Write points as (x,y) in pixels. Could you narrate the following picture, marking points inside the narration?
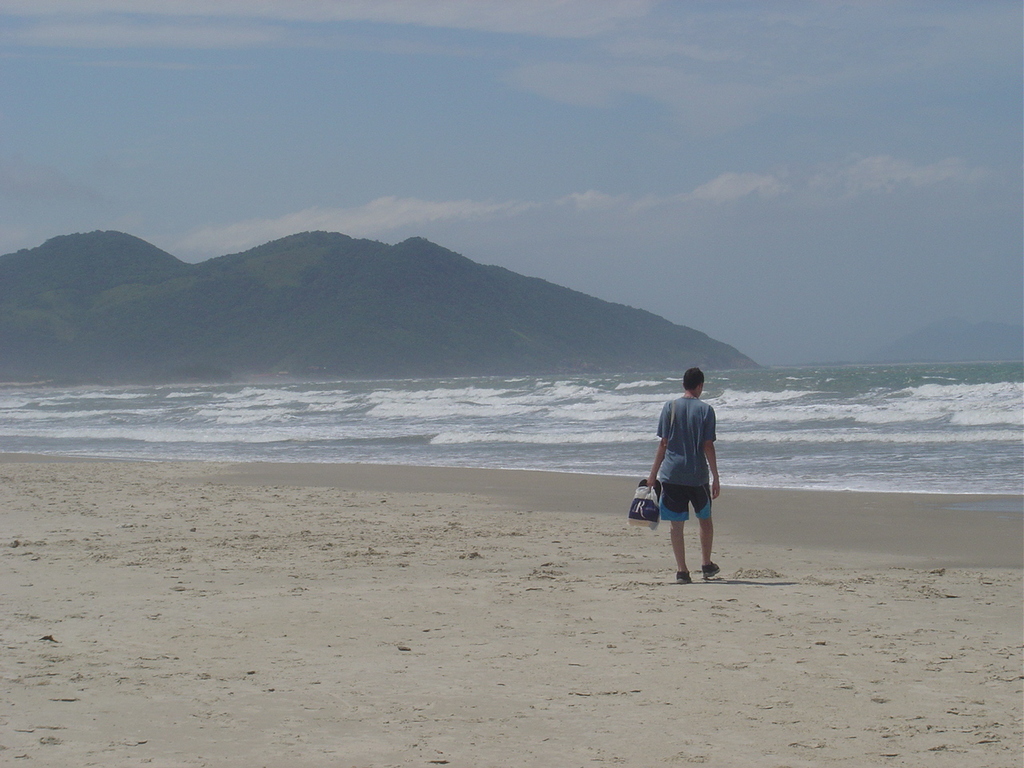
In this image we can see a man (708,551) is standing on the beach area (669,524), he is wearing grey color t-shirt (680,429) with shorts (667,502) and carrying one hand bag (647,502). In front of him sea (929,430) and mountain (646,353) is there. The sky (396,109) is in blue color with some clouds (721,185).
